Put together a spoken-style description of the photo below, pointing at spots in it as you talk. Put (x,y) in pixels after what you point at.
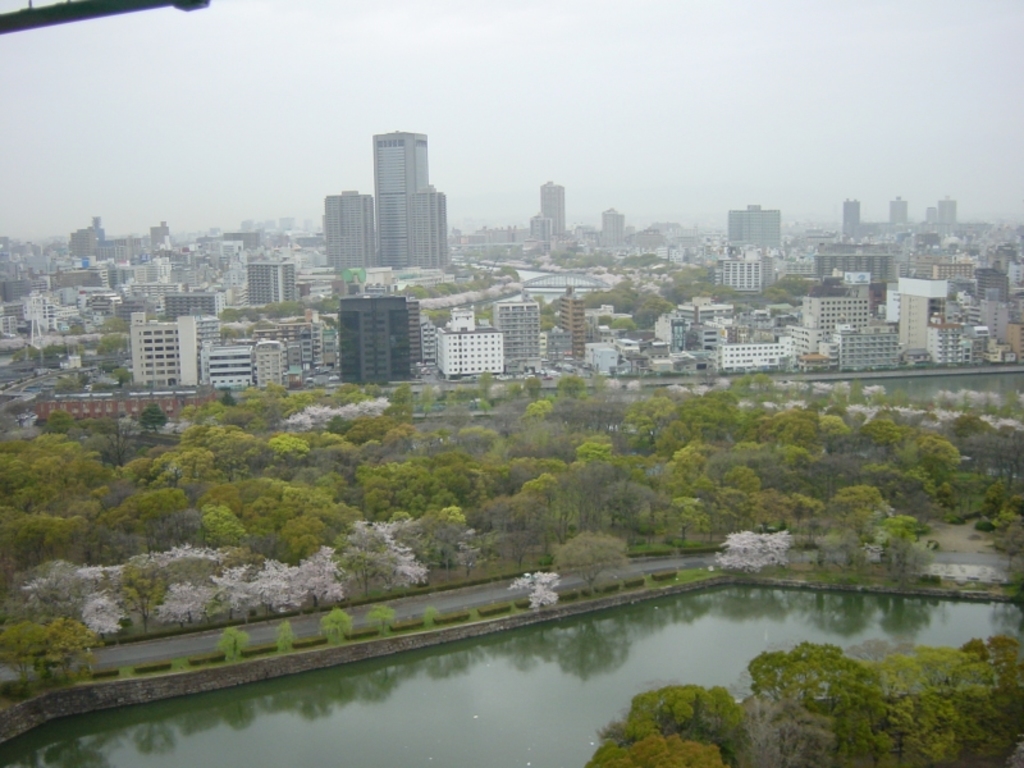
This is an aerial view image of a city (198,314) with many buildings (252,263) in the back (612,291) with trees (638,474) in front of it followed by a canal (496,706) in the front (788,617) and above its sky (261,130).
